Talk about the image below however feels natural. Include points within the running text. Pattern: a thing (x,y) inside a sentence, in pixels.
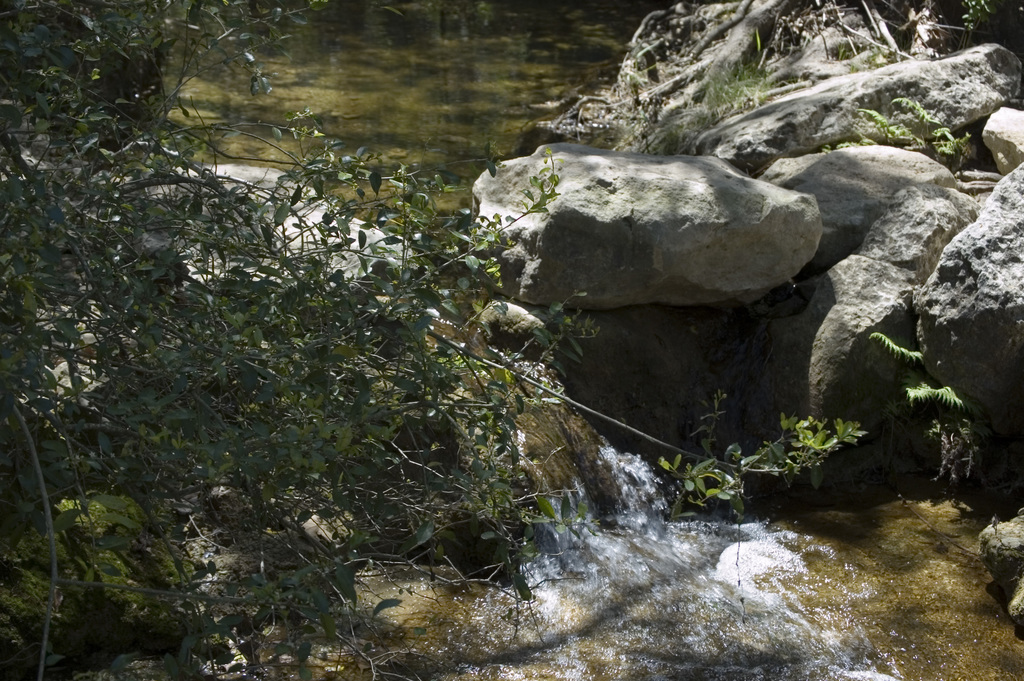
In this picture I can see there is a plant (262,520) on to left (181,447) and there is a small water fall (765,529) here and there are few rocks (1008,372) on to right (969,236).
